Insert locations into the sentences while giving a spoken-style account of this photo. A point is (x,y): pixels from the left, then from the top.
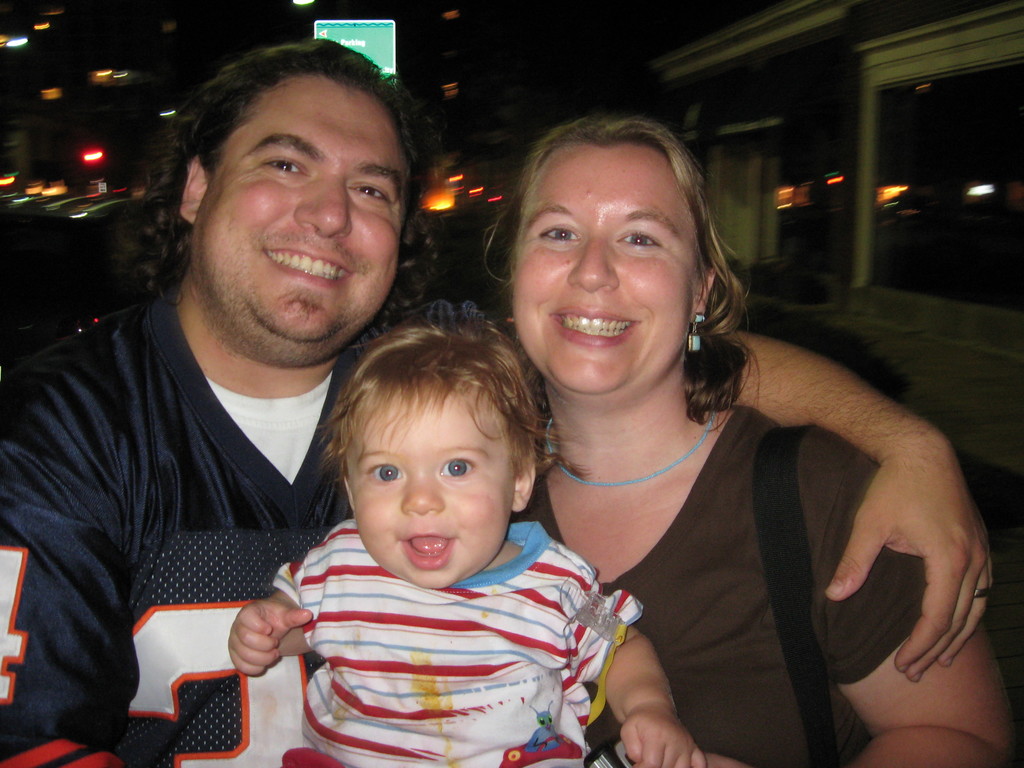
In this picture I can see three people (329,342) sitting and few lights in the background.
